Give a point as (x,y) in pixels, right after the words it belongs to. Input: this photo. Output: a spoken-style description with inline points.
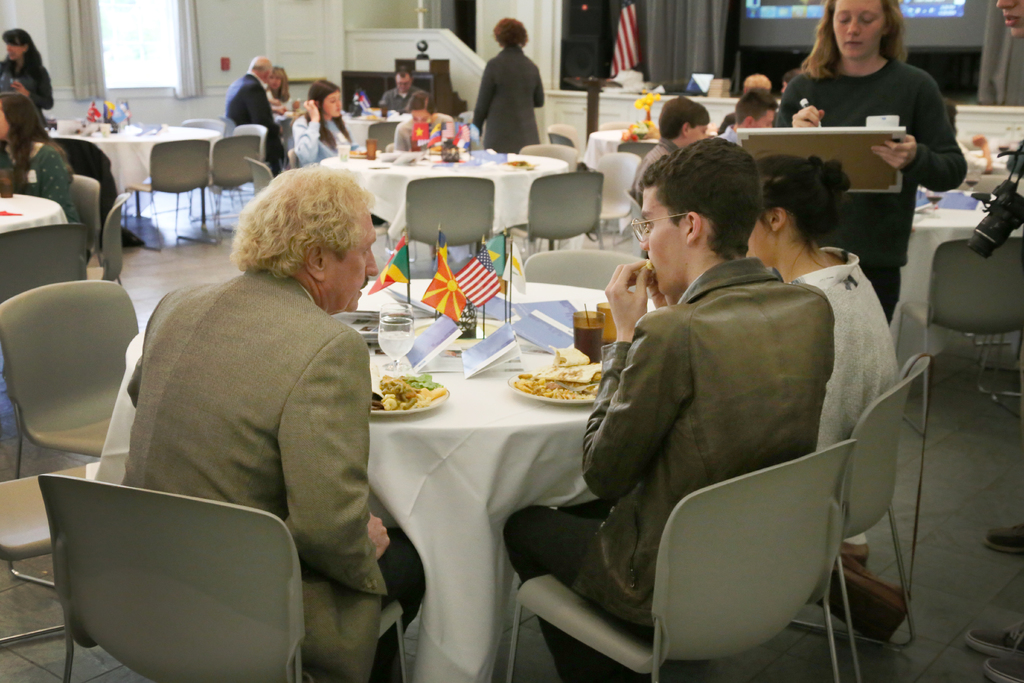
Three people (314,449) are sitting on the chair (551,585) at the table (497,433). On the table (498,394) we can see food (417,383), flags (472,265), glass (584,343) and behind them we can see tables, chairs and few people (38,171) sitting and 3 women (486,83) standing on the floor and a screen (776,29) at the corner on the right (796,30). On the right (1011,210) a person (1007,23) is wearing camera (996,217) on his neck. There is a window (131,47) on the left (132,52) and curtain (96,70).
